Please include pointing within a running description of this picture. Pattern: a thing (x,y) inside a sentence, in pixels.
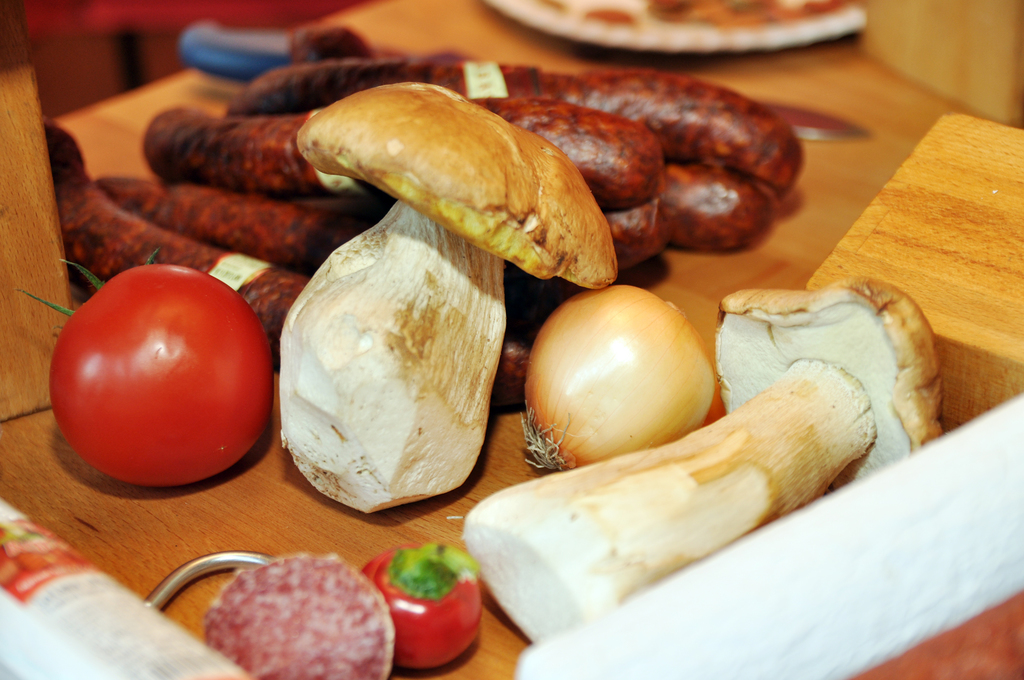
In this image I can see mushrooms (564,210), tomatoes (199,474), onion (605,299) and other food items (330,665) on a wooden surface (254,521).
